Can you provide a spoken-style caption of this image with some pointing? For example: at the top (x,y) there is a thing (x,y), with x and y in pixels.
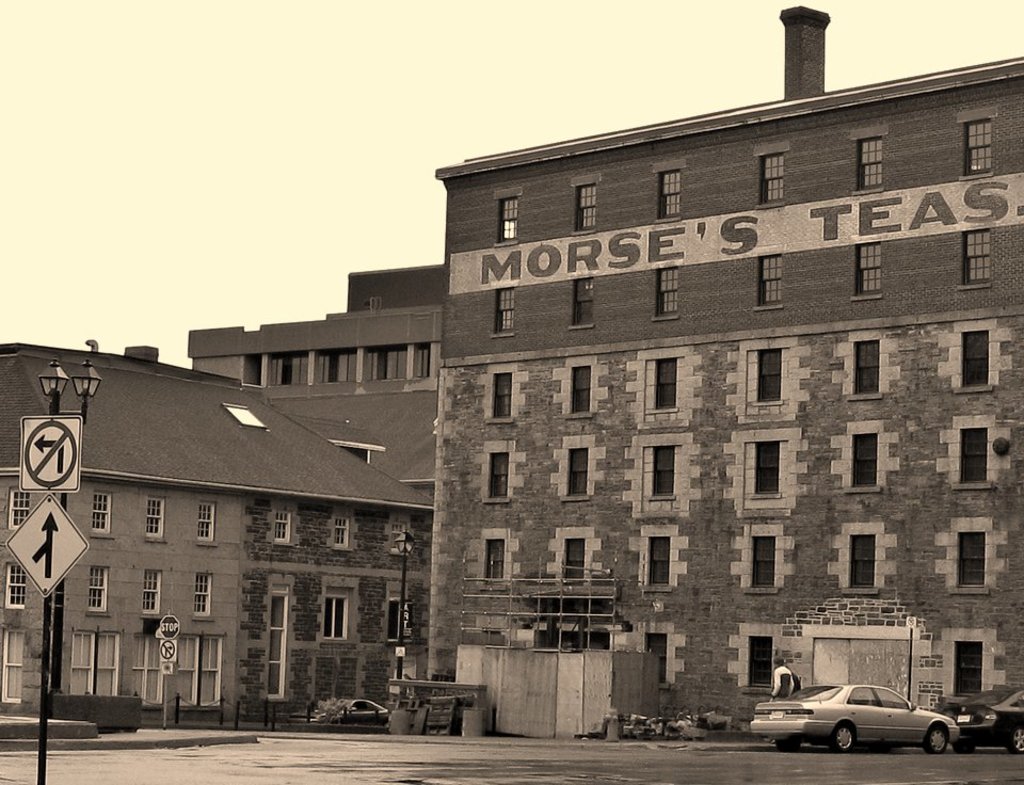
In this image there are buildings (423,462). In front of the building (665,610) in the center (671,505) there are cars (865,715) and there is a man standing behind the car (783,700). On the left side (43,597) there is a pole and there are some sign boards (53,502) and the sky (365,123) is cloudy.
